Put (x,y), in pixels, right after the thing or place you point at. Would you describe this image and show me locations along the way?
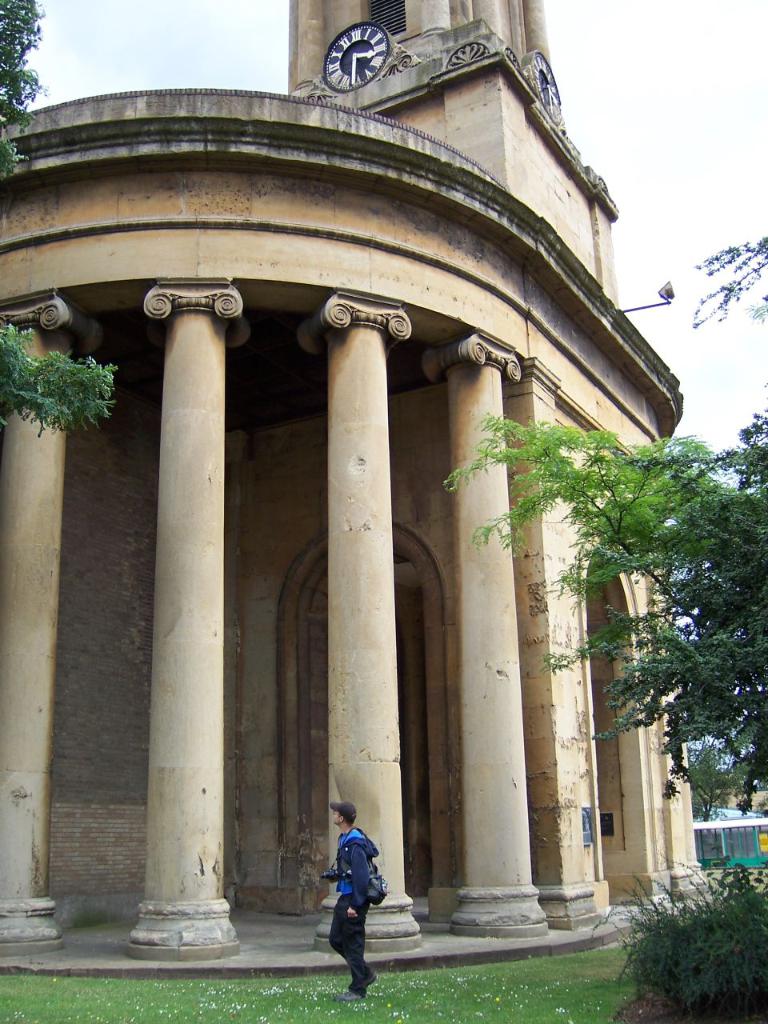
In this picture I can see a person (369,972) standing, there is a building (296,843) with pillars (355,774) and a clock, there are plants (745,1000), trees (555,448), and in the background (717,199) there is sky (710,97).
